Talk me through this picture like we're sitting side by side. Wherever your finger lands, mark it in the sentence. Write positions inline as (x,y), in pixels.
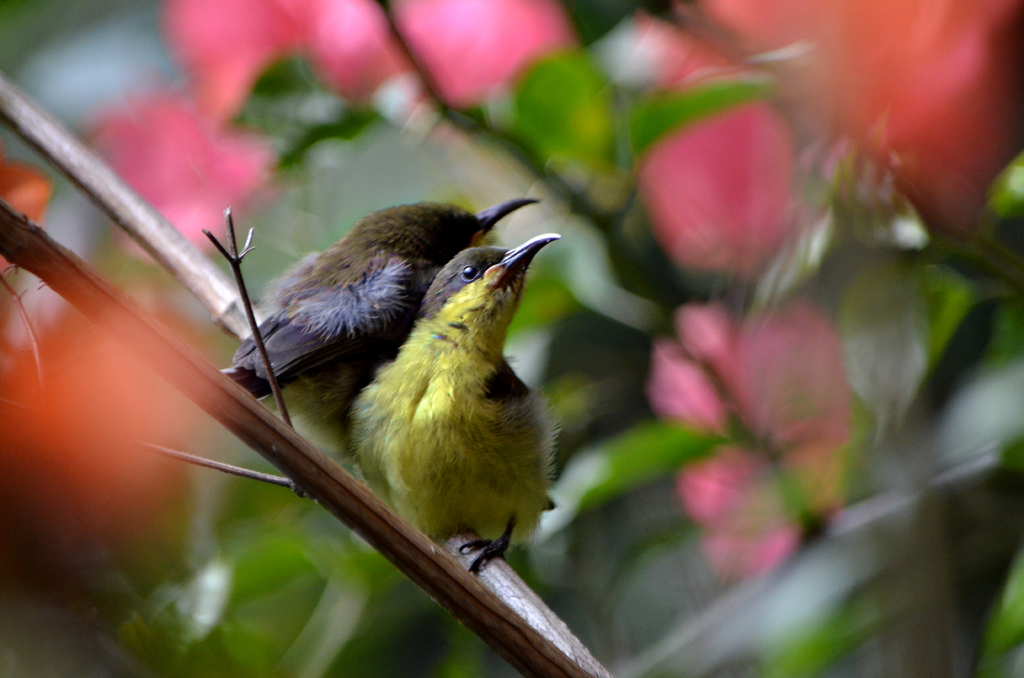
In this picture, we see two birds (374,312) in brown and yellow are on the thin wooden stick (489,603). Beside them, we see plants (708,245). These plants (624,246) have flowers (667,407) which are pink in color. In the background (243,491), it is blurred.
